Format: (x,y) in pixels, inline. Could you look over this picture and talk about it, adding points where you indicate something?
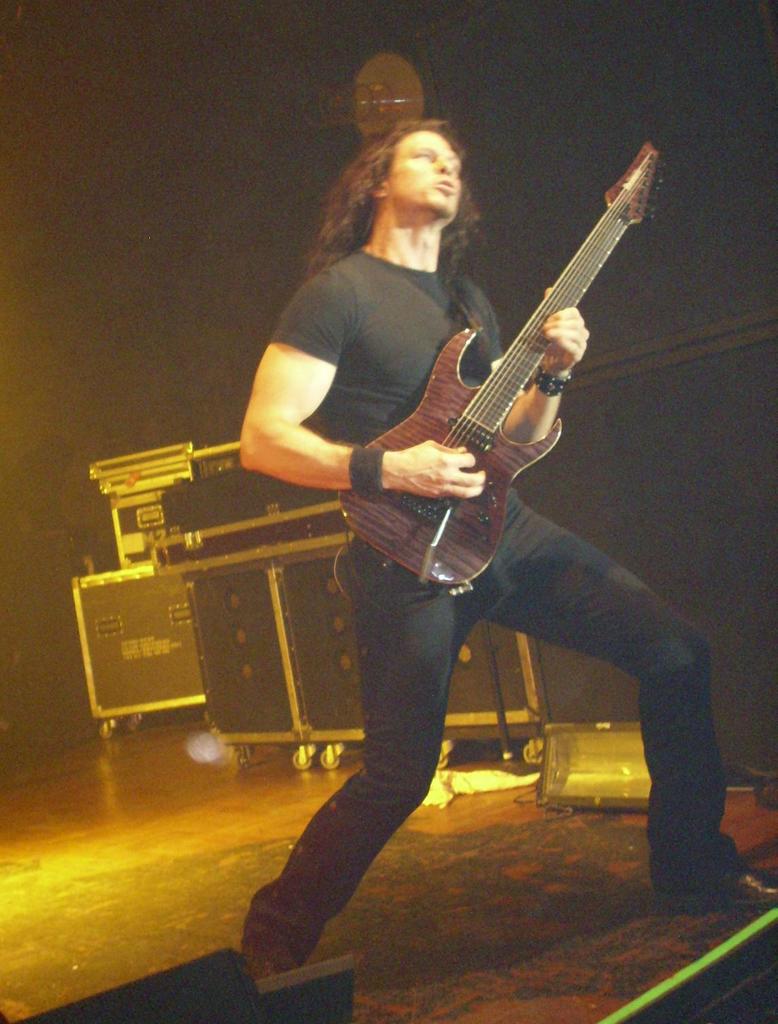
In this picture I see a man (375,395) in front (372,456) who is standing and holding a guitar (436,552) in his hands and I see the floor (563,837). In the background (192,568) I see few things (207,590) and it is a bit dark.
